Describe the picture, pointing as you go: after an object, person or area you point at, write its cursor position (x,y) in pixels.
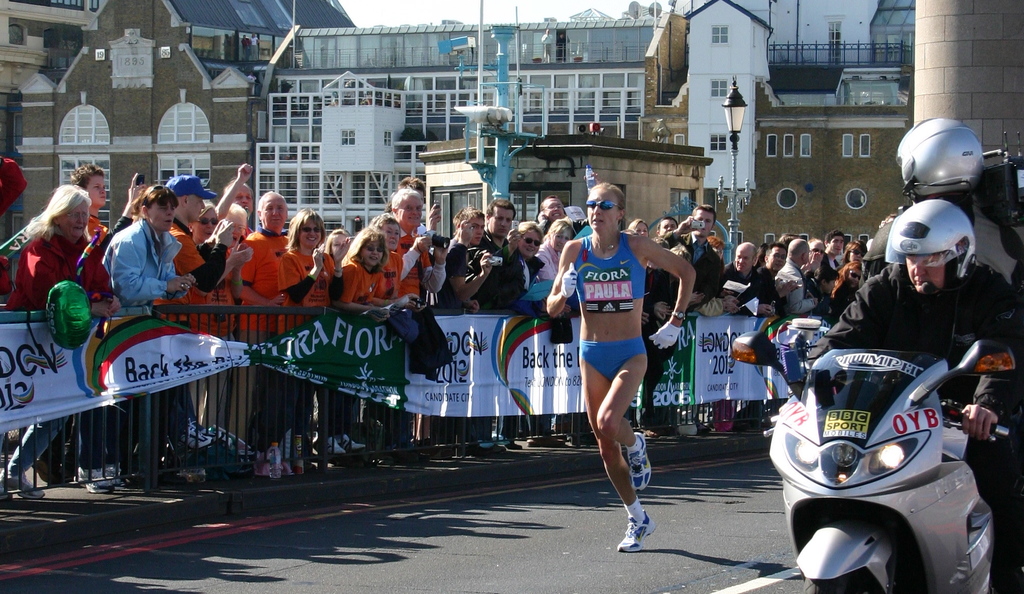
A woman (619,278) wearing blue dress (607,288), gloves (652,338), goggles (604,207) are running on the road (590,519). On the right side (887,484) a person (912,317) wearing helmet (895,258) is riding a motor cycle (896,478). Behind him another person (984,247) is wearing helmet (959,178) is holding a video camera (1002,193). On the left side (232,253) many people (293,237) are standing. There is a railing (221,369). On the railing (341,370) there are banner (505,374). In the background (540,134) there are many buildings (569,72), windows (584,108), street light poles (735,125) and railings (294,175).
